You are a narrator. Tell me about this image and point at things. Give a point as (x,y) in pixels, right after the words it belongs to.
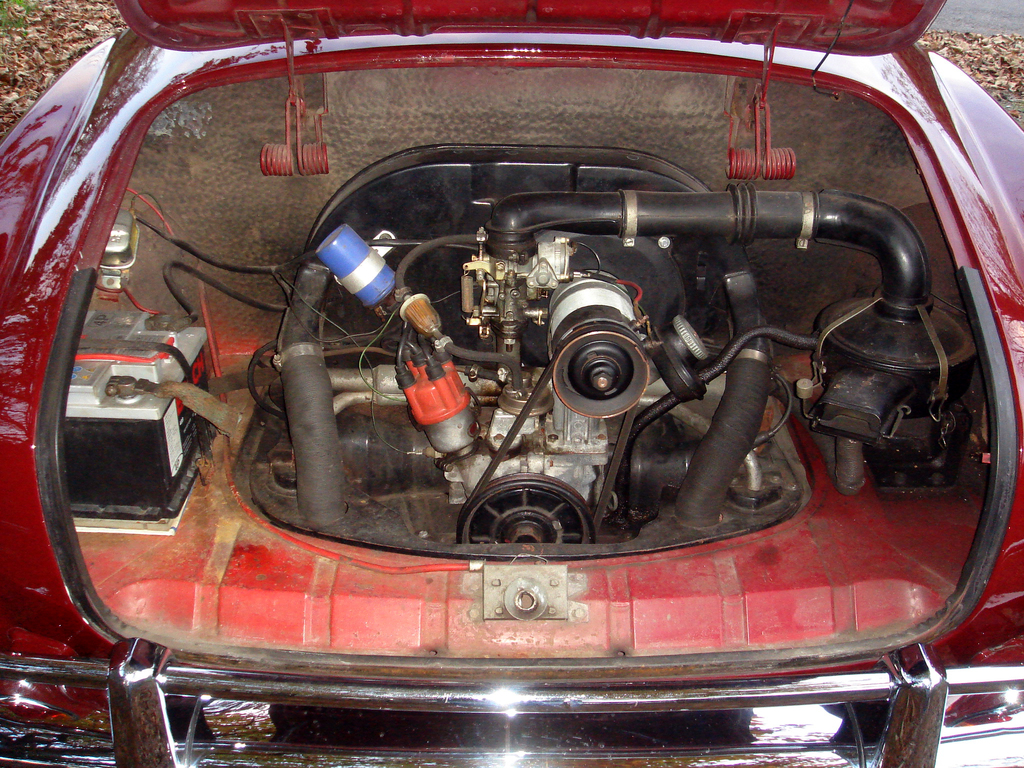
In this image, we can see back view of a car (636,559) with some electrical instrument (566,244). In the background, we can see a land (945,39).
